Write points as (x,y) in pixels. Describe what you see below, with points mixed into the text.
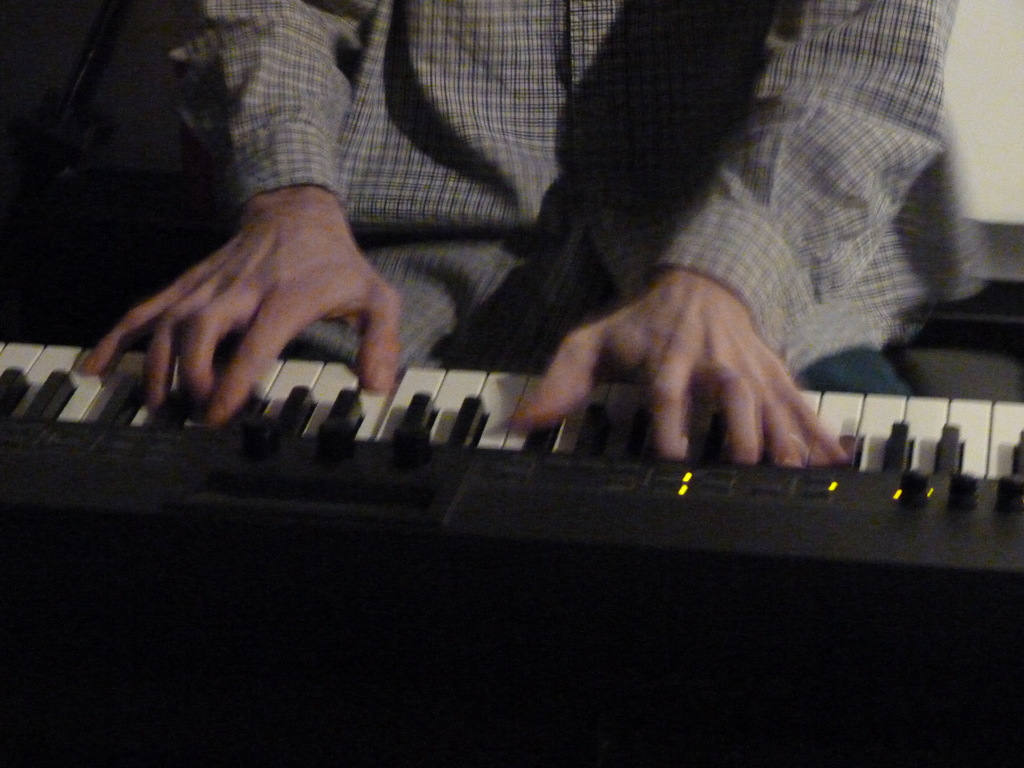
In this picture we can see a person (886,2) who is playing piano (647,530).
